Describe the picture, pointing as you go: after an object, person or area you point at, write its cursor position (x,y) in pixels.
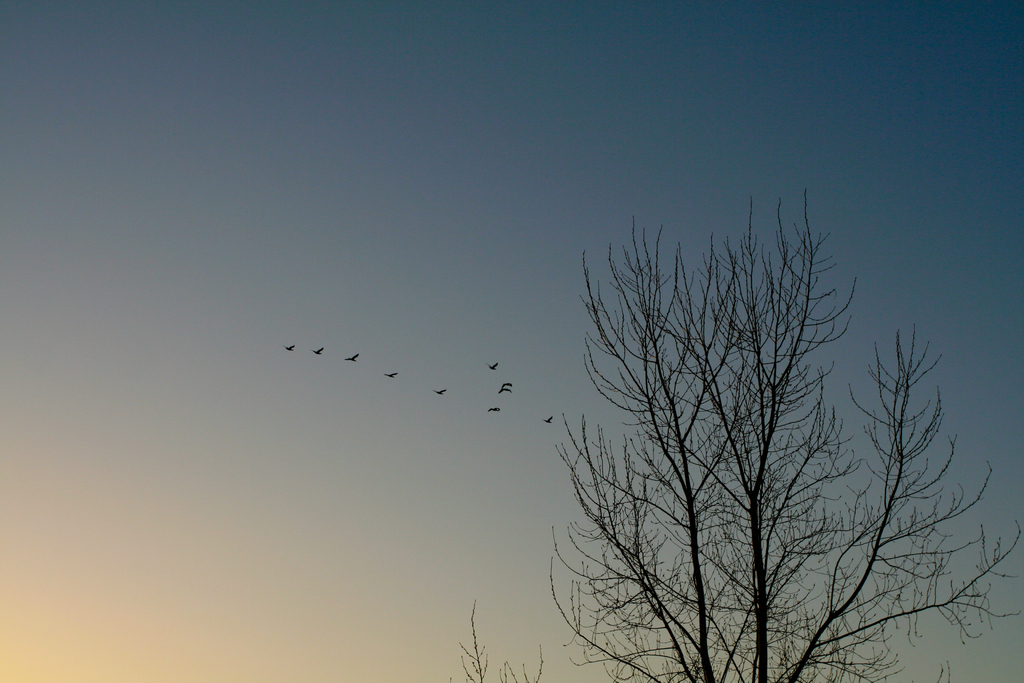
On the right side (756,540) there are trees (692,425), in the middle (557,414) few birds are flying in the sky (496,441).
